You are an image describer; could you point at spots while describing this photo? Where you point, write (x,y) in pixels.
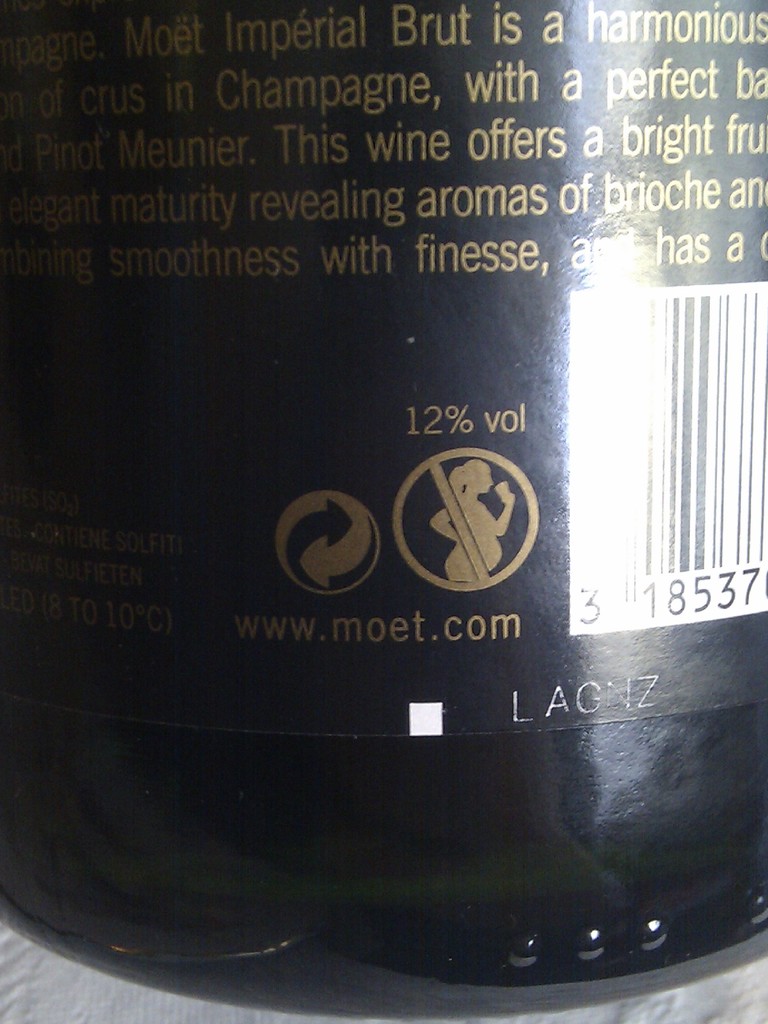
In front of the image there is a bottle (276,234) with text (199,258), bar code (576,505) and pictures (397,523) on it.
